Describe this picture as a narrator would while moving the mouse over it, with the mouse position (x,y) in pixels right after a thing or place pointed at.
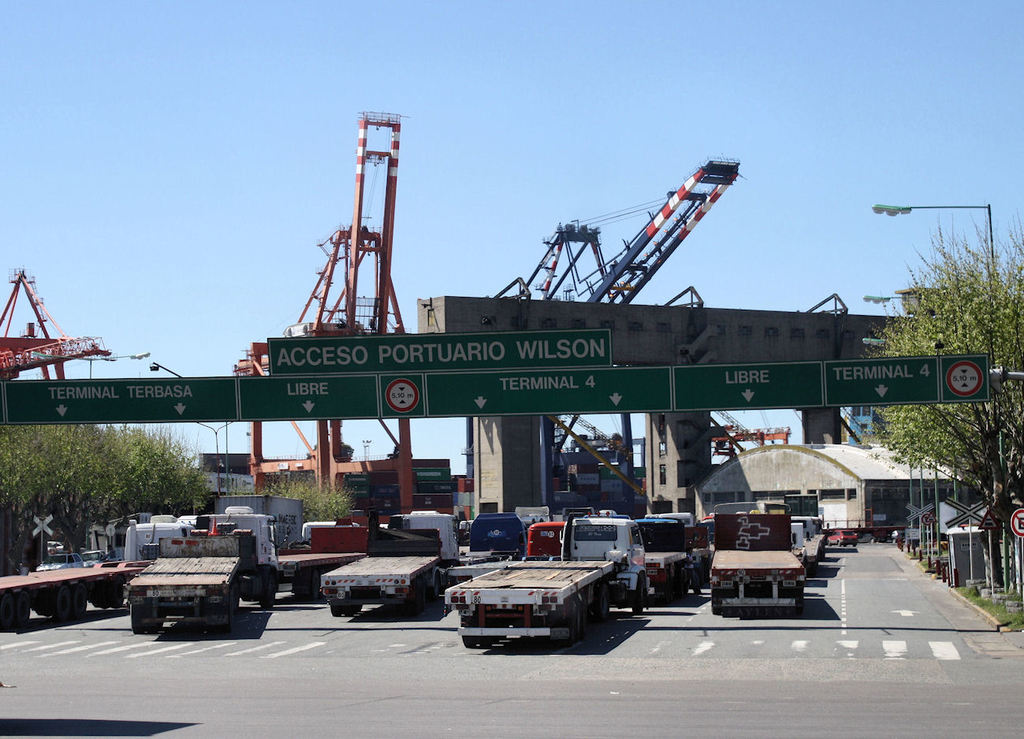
In this picture I can observe few vehicles (364,551) moving on the road (432,624). In the middle of the picture (351,386) I can observe green color board (367,386). On either sides of the road (451,670) I can observe trees (973,341). In the background (560,104) there is sky (402,91).
